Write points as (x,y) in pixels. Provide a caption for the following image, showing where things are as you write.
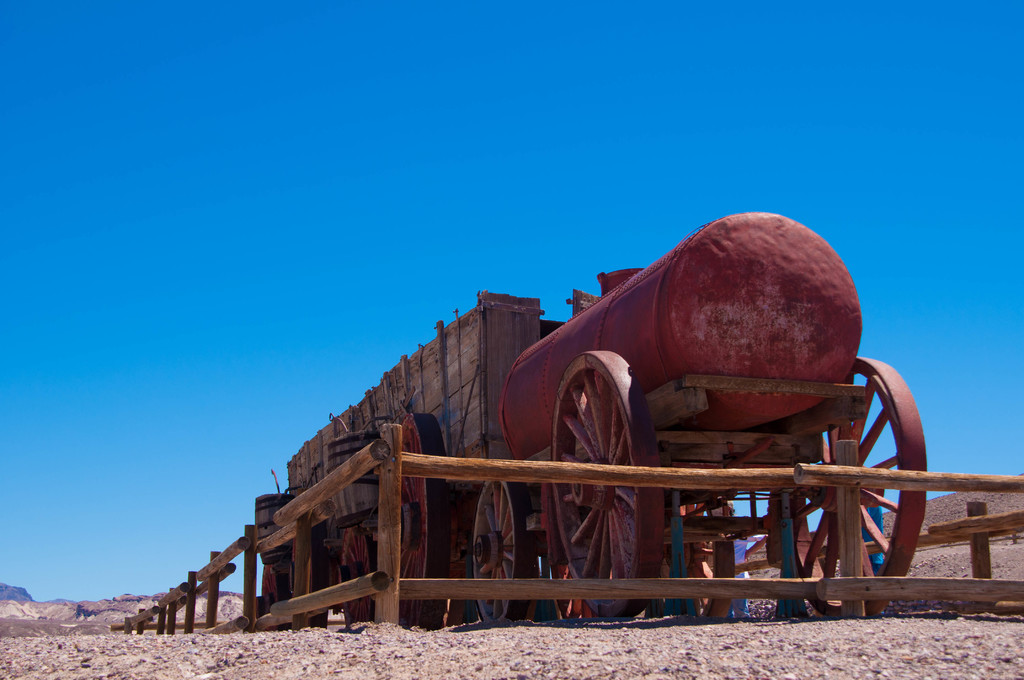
This image consists of a cart (623,362). On which we can see an iron barrel (638,364). And there is a fencing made up of wood (394,610). At the bottom (543,658), there is ground (590,658). At the top (406,199), there is sky (377,237).
